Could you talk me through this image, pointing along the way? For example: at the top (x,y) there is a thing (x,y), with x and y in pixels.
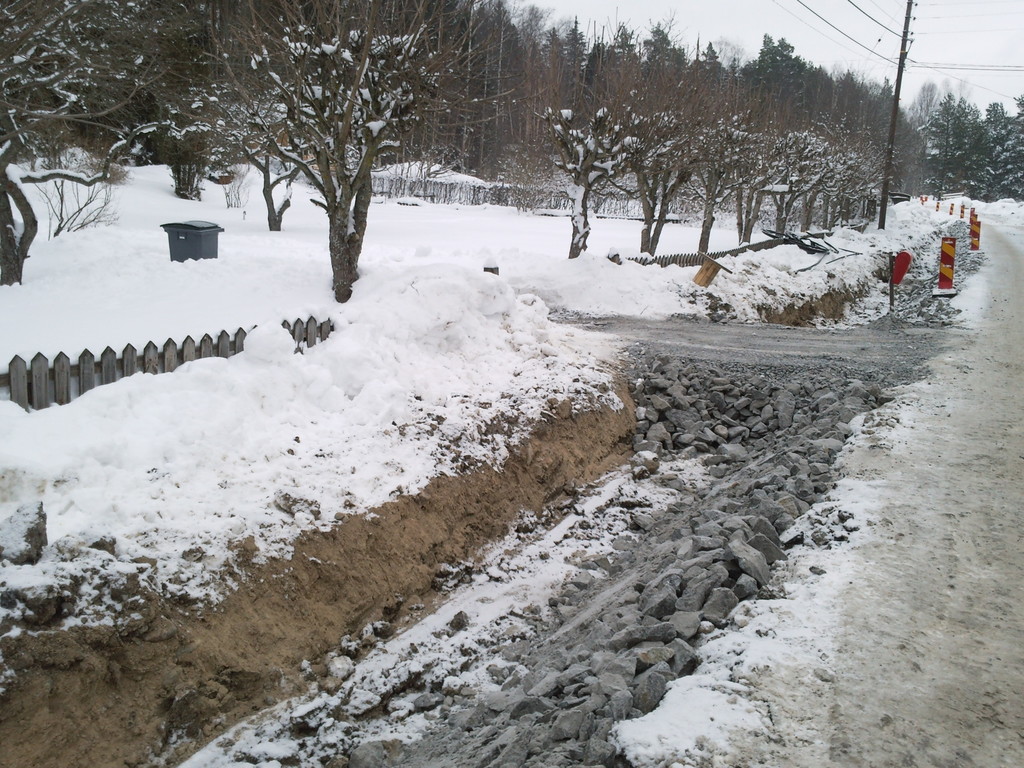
In this image we can see the ground (395,525) which is covered with the snow (316,457). We can also see some stones (626,579), poles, a pathway (935,392), a group of trees (335,211), a dustbin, fence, a pole (898,84) with some wires (936,34) and the sky (817,36) which looks cloudy.
